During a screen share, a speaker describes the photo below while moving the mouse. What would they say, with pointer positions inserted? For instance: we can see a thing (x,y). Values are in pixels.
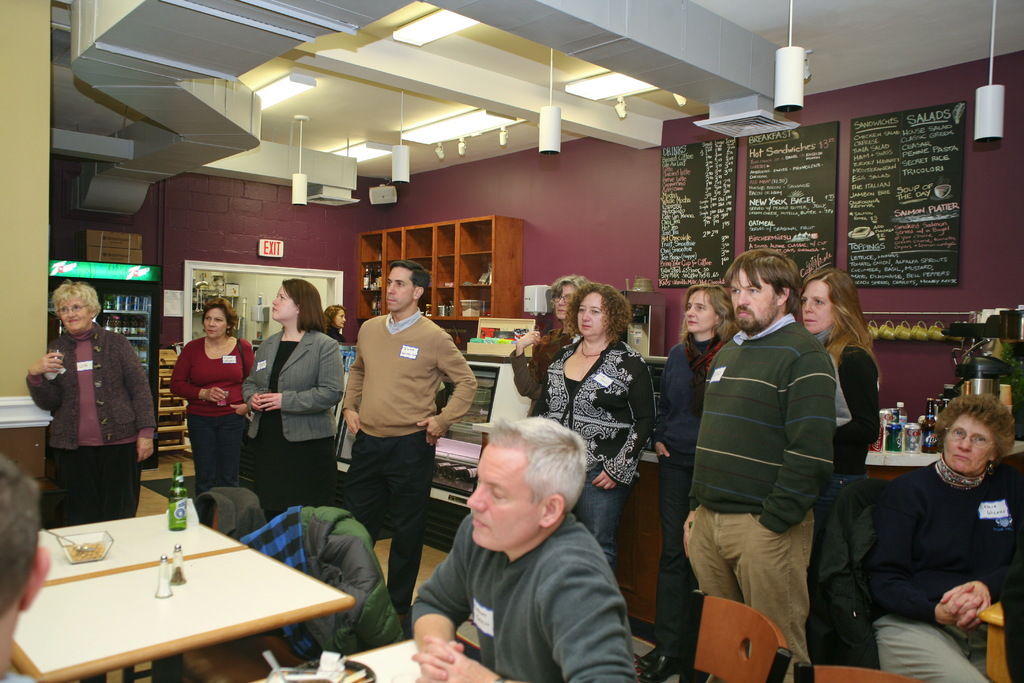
In this image I can see the group of people (526,383) standing and some are sitting in-front of the table (228,609). On the table (136,589) there is a bottle (172,496). In the back (679,193) there is a cupboard (433,281), boards (679,193) attached to the wall (870,300) and some of the objects (913,451).
